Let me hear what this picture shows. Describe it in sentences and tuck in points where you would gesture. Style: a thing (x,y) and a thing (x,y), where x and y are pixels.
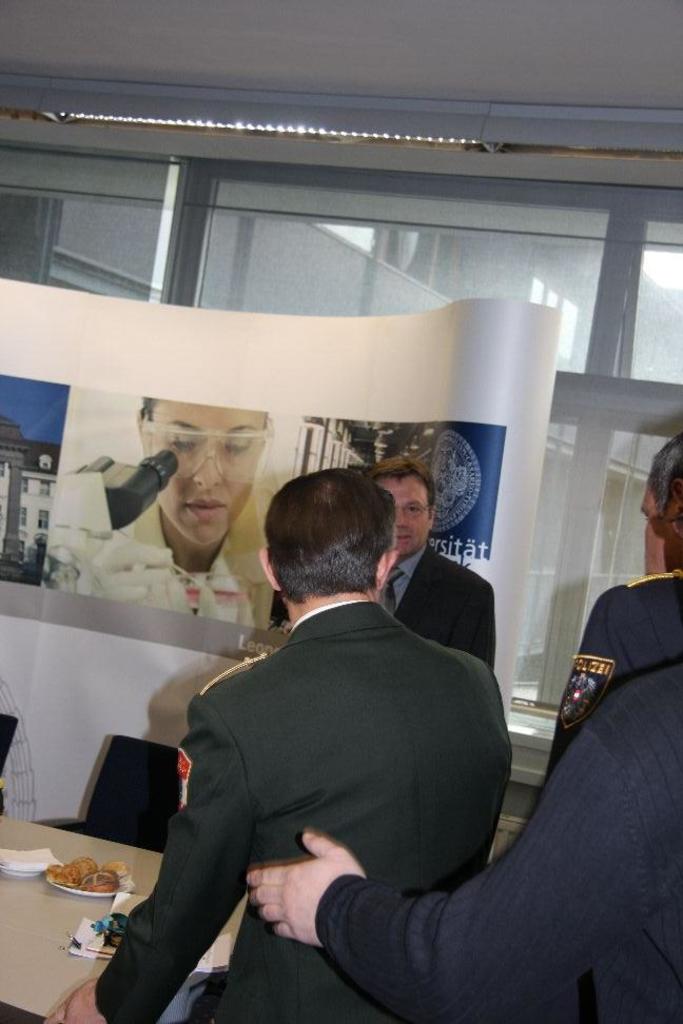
In this image we can see persons (561,766) standing on the floor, table (44,891), plate (30,874), paper napkins (119,896), food (84,885), chairs (91,834), advertisement (100,575), doors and electric lights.
